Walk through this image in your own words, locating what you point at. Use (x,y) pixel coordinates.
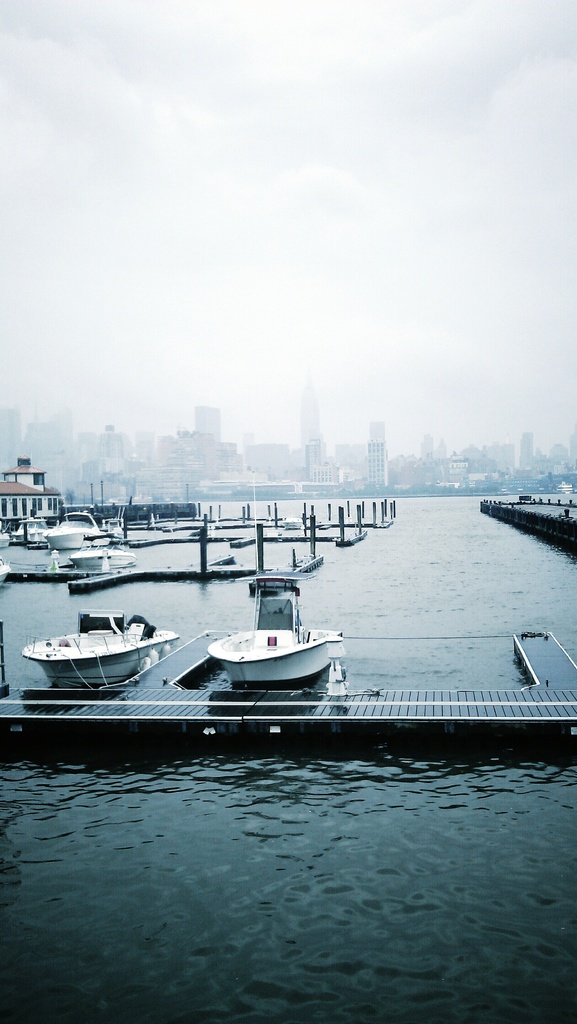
In the center of the image (260,577) we can see boats (110,612) on the water (380,679). On the left side of the image (8,513) there is a building (50,497). In the background (332,454) we can buildings (314,447), sky (244,274) and clouds (260,208).
